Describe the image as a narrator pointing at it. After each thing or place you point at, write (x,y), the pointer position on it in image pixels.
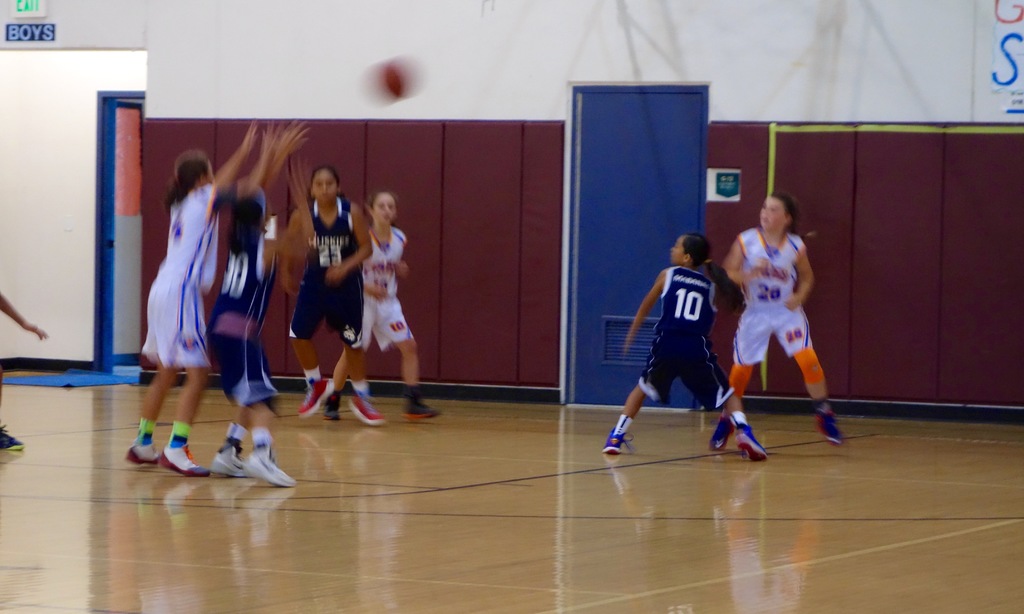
This picture might be taken inside a playground (465,610). In this image, on the left side (231,298), we can see group of girls (389,300) are playing the game. On the right side (781,305), we can see two girls (781,305) are playing game. In the middle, we can also see a basketball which is on the air. On the left side (122,96), we can see leg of a person (35,327) and a door (113,319). In the background (168,218), we can see a wall (716,146), blue color door (626,169), at the bottom (331,513), we can see a floor (692,525).
